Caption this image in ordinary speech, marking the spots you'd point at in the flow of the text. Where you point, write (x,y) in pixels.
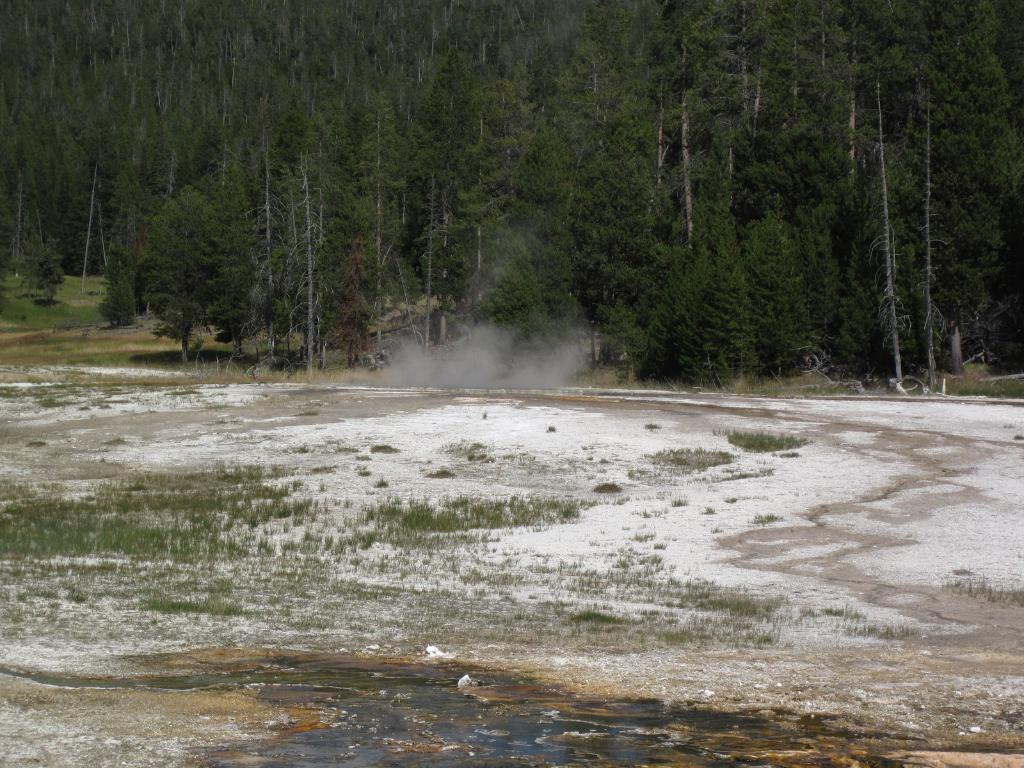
In the foreground of the picture (326,479) there are grass (380,518), soil (453,490) and smoke (520,377). In the background (250,223) there are trees (584,138), plants (738,348) and grass (99,319). It is sunny.
